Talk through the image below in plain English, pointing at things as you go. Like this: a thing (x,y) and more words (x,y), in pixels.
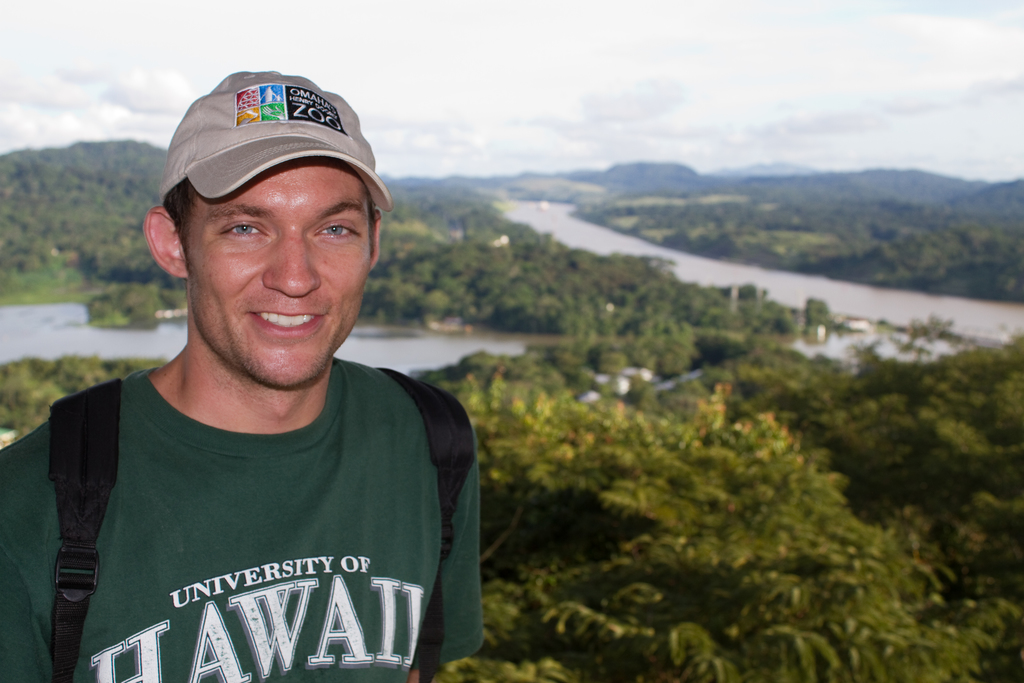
In the image we can see there is a man (254,337) standing and he is wearing cap (302,146). Behind there are lot of trees (580,383) and there is water (463,353) on the land (554,281). There is cloudy sky (449,83) on the top (721,42).
